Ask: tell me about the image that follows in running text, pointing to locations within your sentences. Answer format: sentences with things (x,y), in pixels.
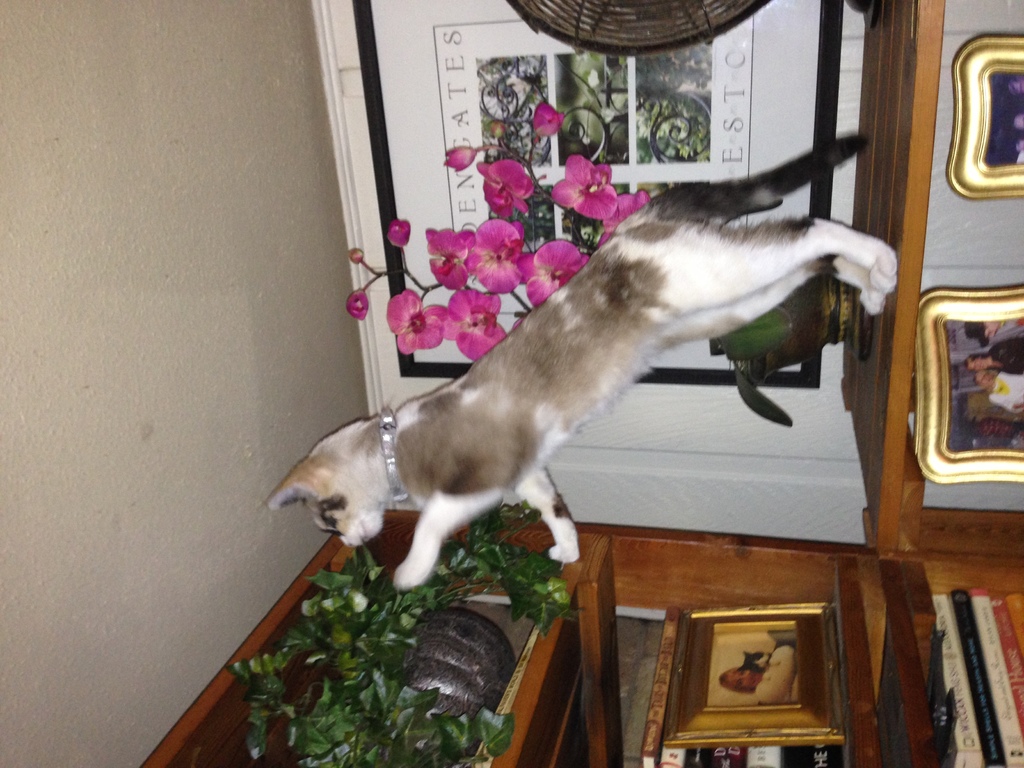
In this picture I can see a cat (413,585), some frames (926,460) to the wall (941,503), bookshelves (906,469), some leaves (426,584) are in the wooden box (353,698).
